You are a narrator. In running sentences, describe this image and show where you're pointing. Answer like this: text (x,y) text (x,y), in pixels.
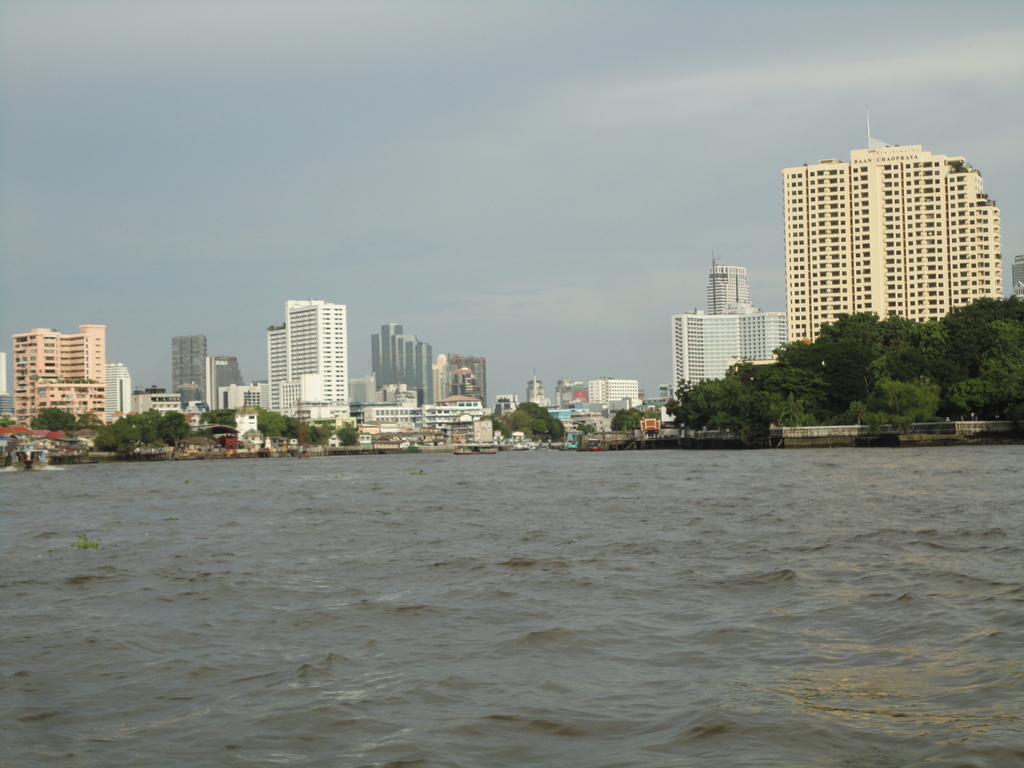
In this image in the center (584,508) there is water (584,561). In the background (301,395) there are trees (946,370), buildings (185,358), and the sky (609,177) is cloudy.
